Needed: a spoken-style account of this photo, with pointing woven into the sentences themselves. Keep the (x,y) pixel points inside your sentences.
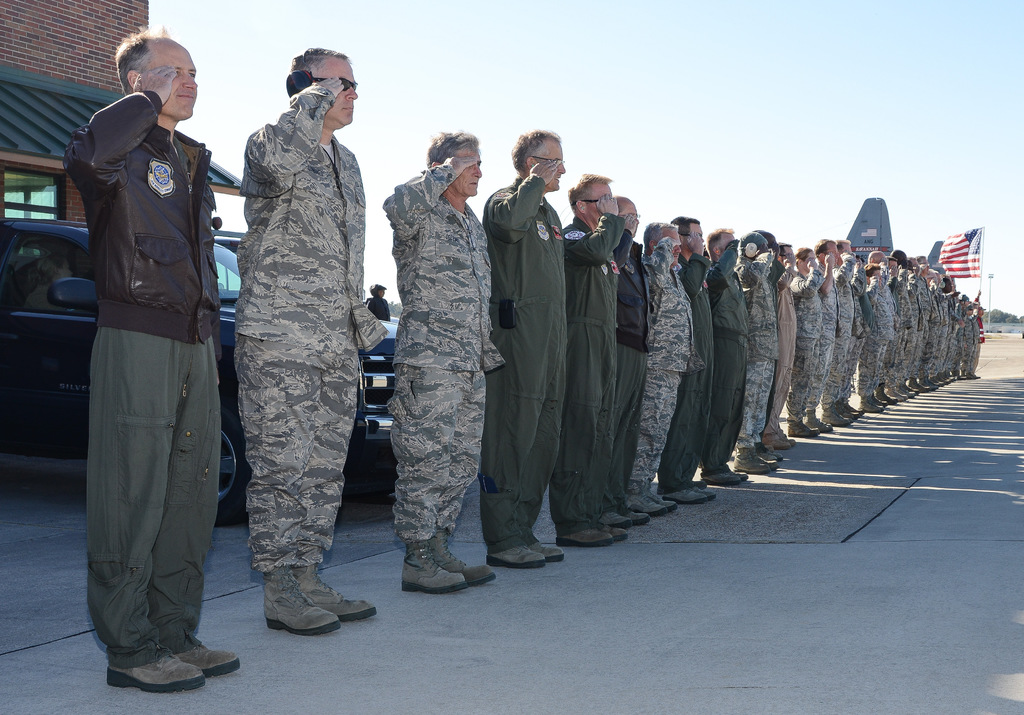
In this picture I can see a group of men (547,360), they are saluting, on the right side (973,237) I can see a flag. On the left side (34,143) there is a car (20,273) and a building (110,53), at the top (612,65) I can see the sky (635,61).
